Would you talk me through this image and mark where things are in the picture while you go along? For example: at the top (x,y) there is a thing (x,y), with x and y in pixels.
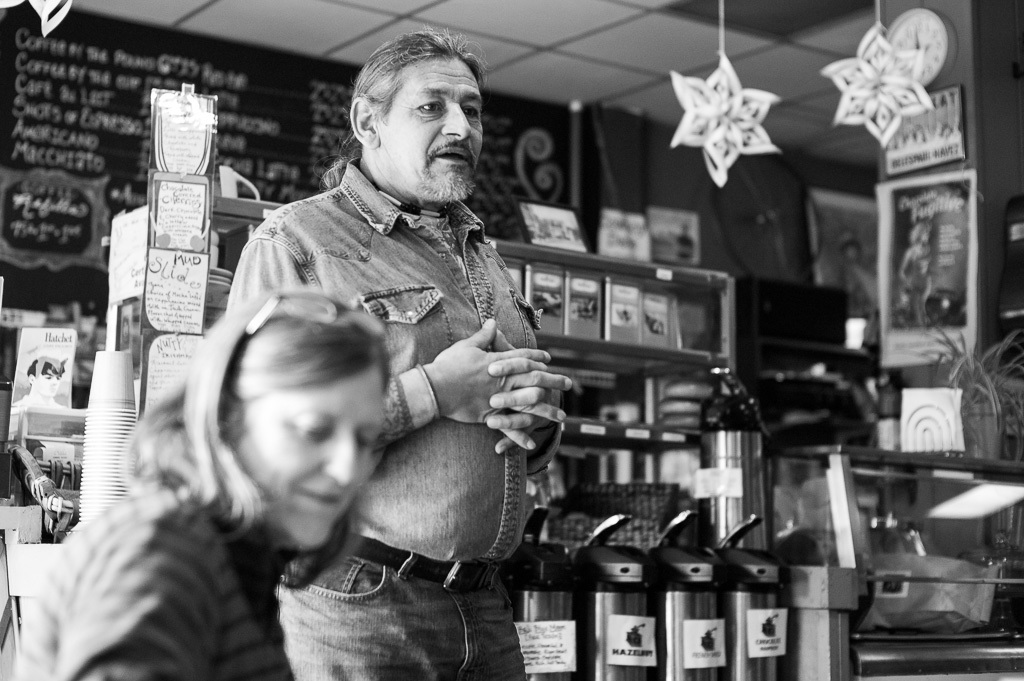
This is a black and white picture, in this image we can see two persons (318,476), behind them, we can see a cupboard (497,245) with some books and other objects (620,561) on it, there are some posters (165,89), cups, potted plants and some other objects (784,210), in the background (245,121) we can see a board (261,119) with some text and also we can see a photo frame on the wall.
